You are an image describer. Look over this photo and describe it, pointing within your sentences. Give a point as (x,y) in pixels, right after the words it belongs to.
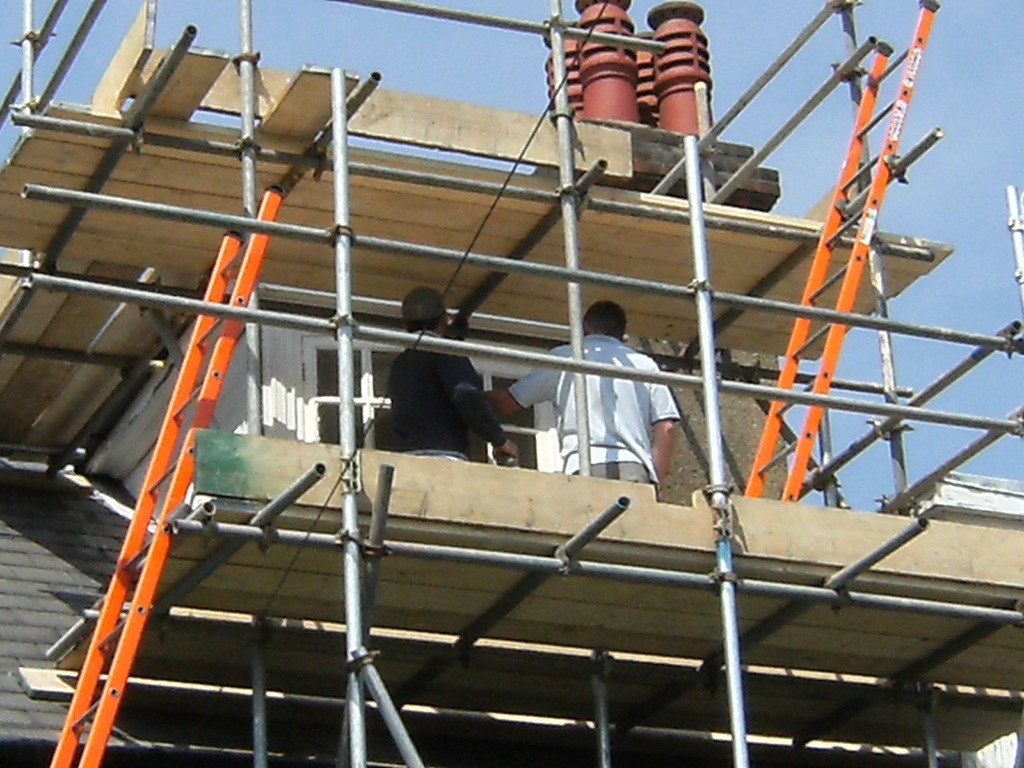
In this image, I can see a building (643,190) under construction. There are ladders (172,499), iron rods (871,322) and two persons (414,417) standing. In the background (396,54) there is the sky (956,101).
